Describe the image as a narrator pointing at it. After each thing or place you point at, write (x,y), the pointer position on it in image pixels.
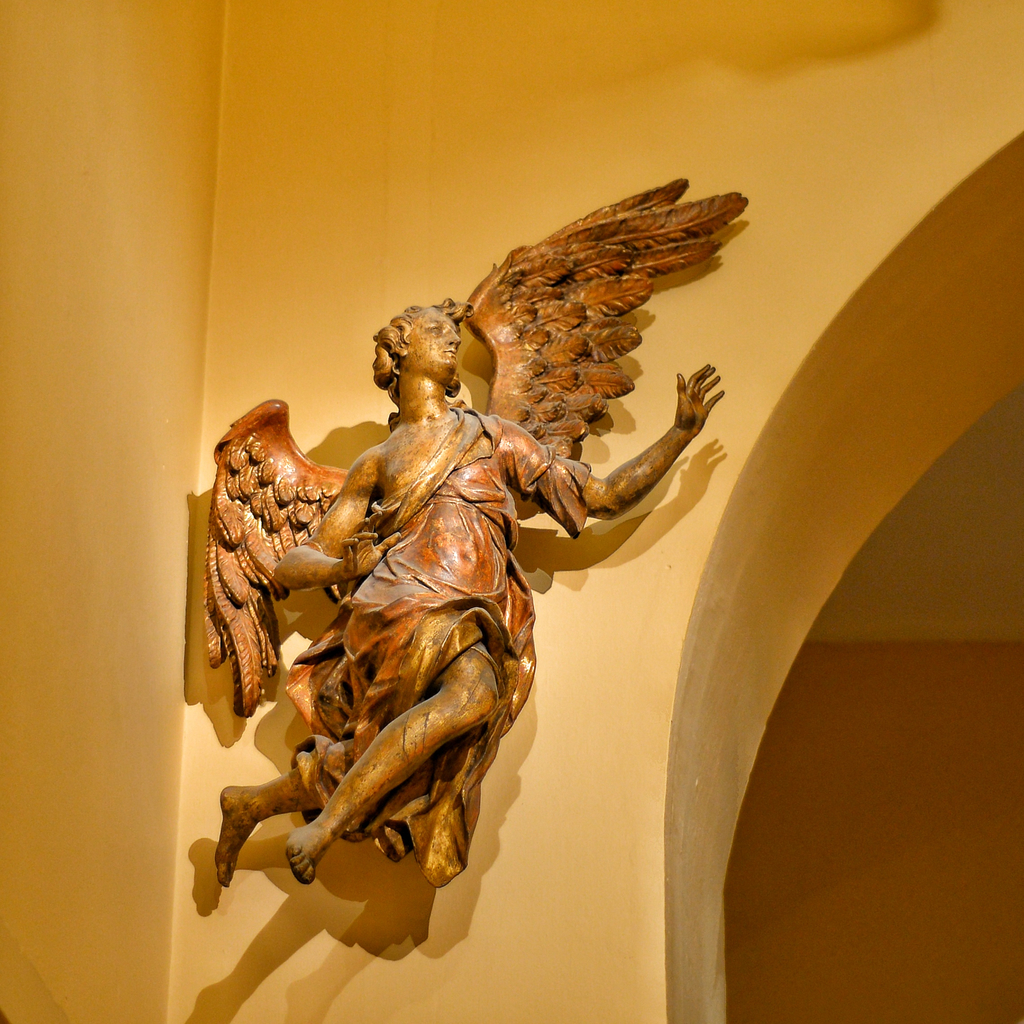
In this image I can see yellow colour wall (352,901) and on it I can see a brown colour sculpture (352,603). I can also see few shadows (280,710) on the wall (275,896).
